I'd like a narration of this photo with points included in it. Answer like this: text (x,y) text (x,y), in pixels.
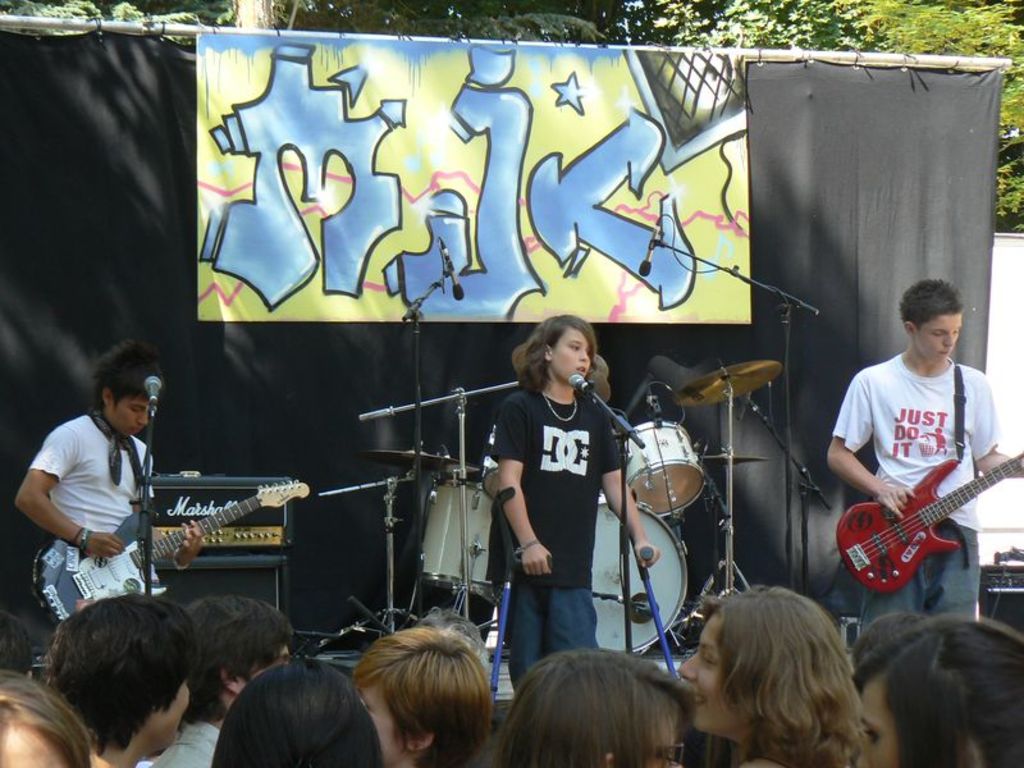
In this picture there are group of people (584,411) who are playing musical instruments (633,482). There are group of people (638,722) watching the performance. At the background (422,152) there is a banner (661,136) and tree (845,25).
